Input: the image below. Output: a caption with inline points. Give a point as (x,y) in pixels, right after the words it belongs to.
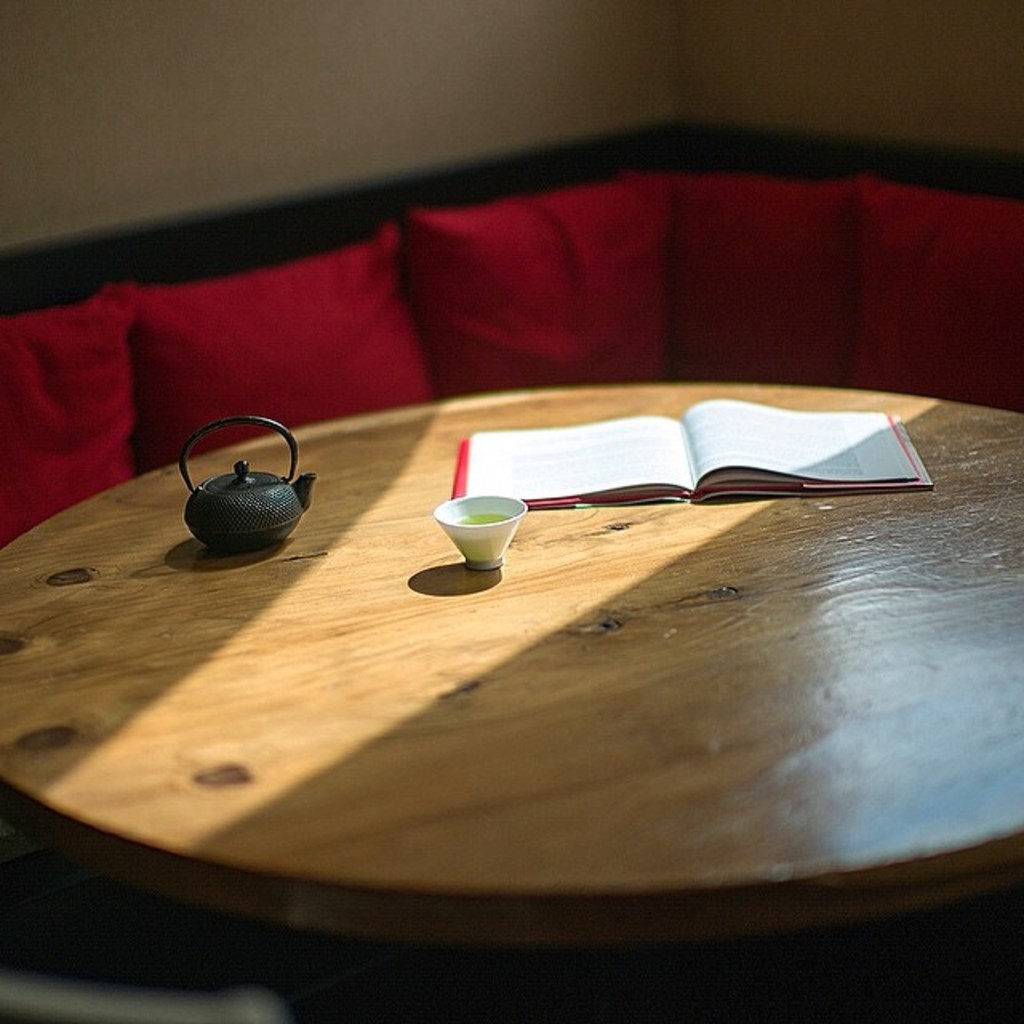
In this picture we can see a table (480,704) and on table (422,756) we have a mini tea pot (237,475), glass (474,503), book (574,461) opened and aside to this table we have a sofa (758,309) with pillows (518,278) on it and in the background (459,98) we can see wall (519,111).
